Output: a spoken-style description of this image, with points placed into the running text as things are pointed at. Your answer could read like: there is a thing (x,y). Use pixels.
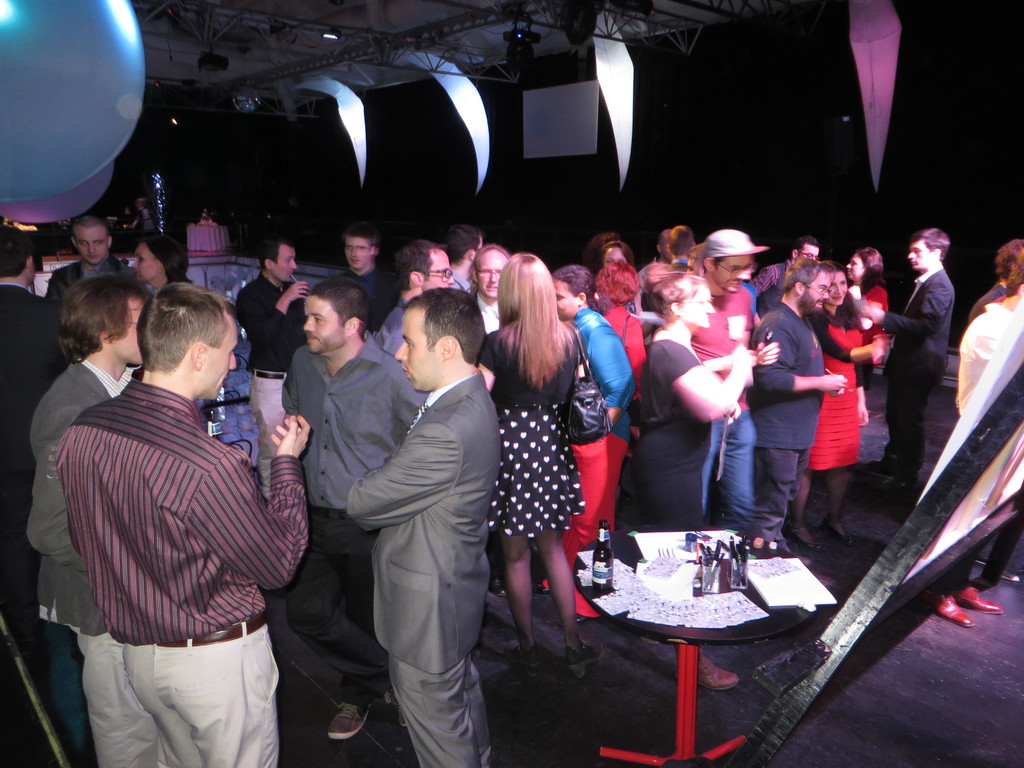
In this picture there is a group of men and women (531,505), standing in the hall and discussing something. Beside there is a black table (744,630) with beer bottle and papers (758,585). On the top (439,23) we can see the black color frame (378,37) and shed (191,25).
